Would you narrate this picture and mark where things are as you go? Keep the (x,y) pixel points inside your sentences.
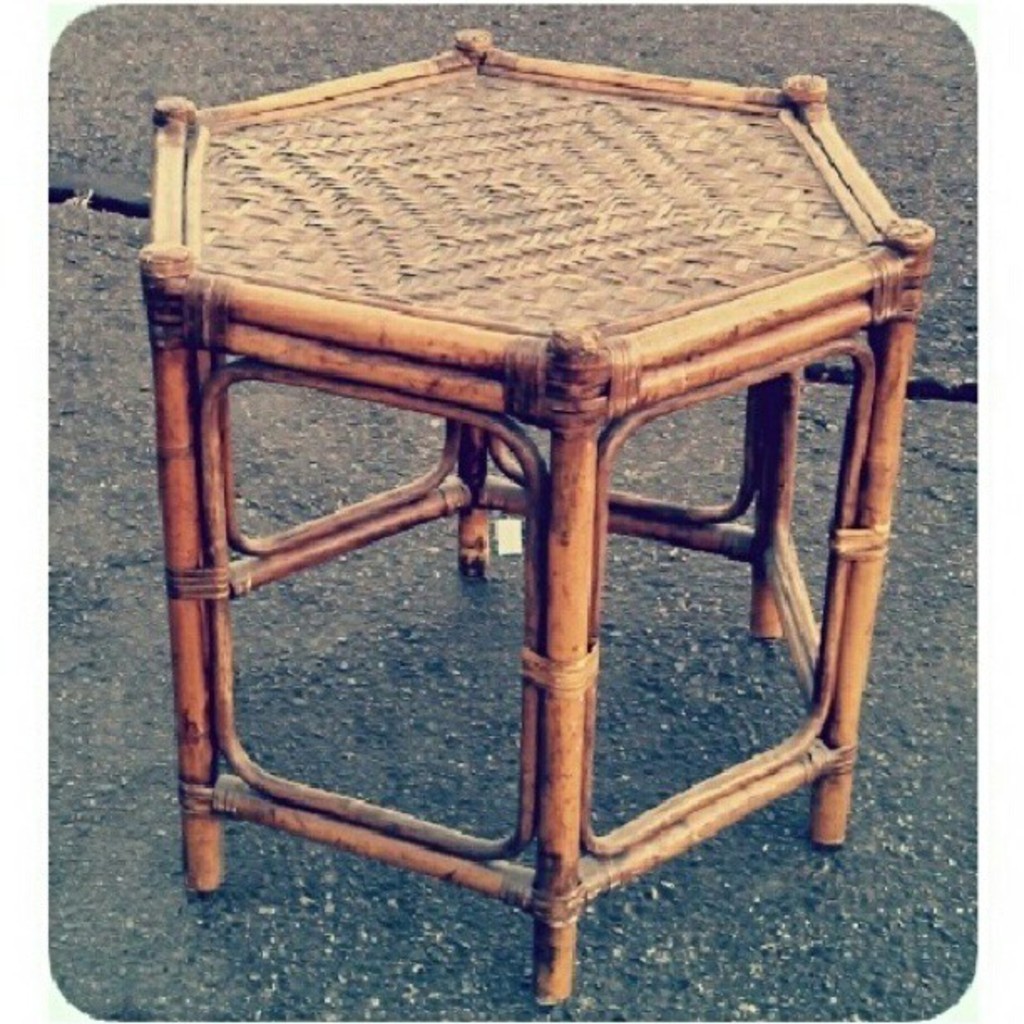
In the image we can see stool (608,309), made up of wood (473,320) and the stool (415,299) is kept on the road (794,954).
